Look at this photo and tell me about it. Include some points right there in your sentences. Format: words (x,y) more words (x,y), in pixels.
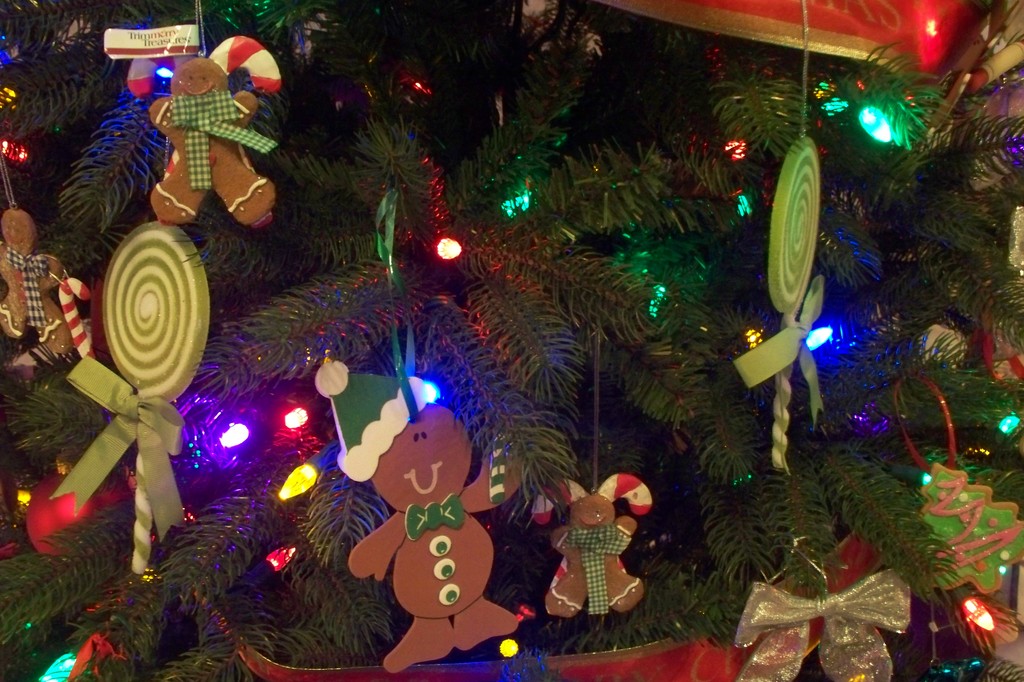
In this image we can see toys (177,426), lights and objects (160,410) tied to a plant (532,508) which is in a pot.
